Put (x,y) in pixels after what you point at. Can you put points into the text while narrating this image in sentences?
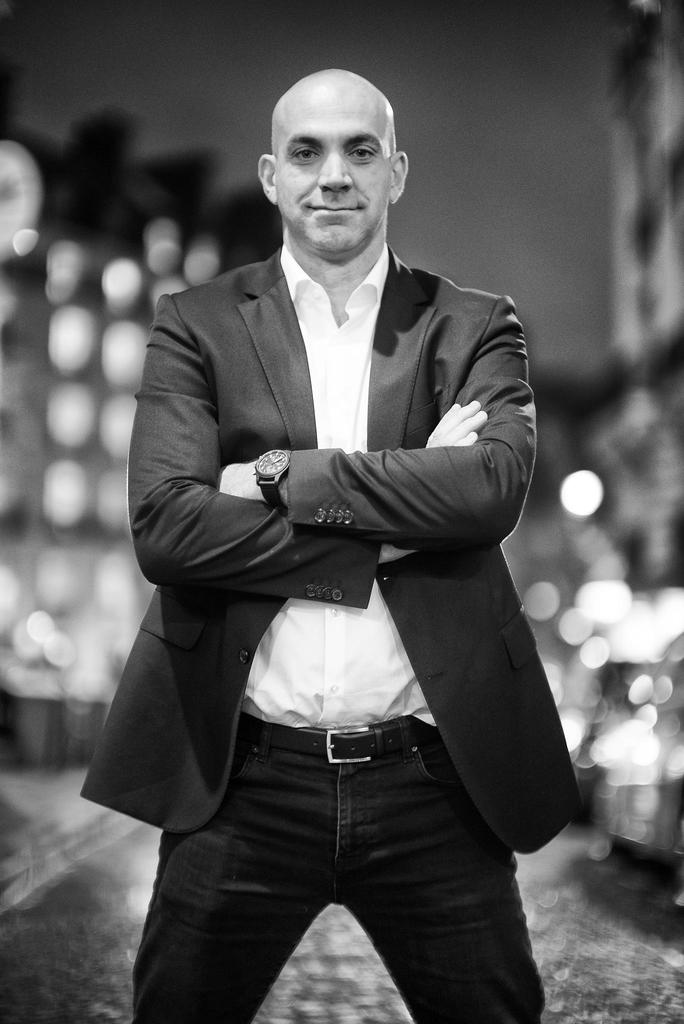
It looks like a black and white picture, we can see a man (294,594) is standing on the path (300,985) and behind the person (321,444) there is a blurred background (614,424).
